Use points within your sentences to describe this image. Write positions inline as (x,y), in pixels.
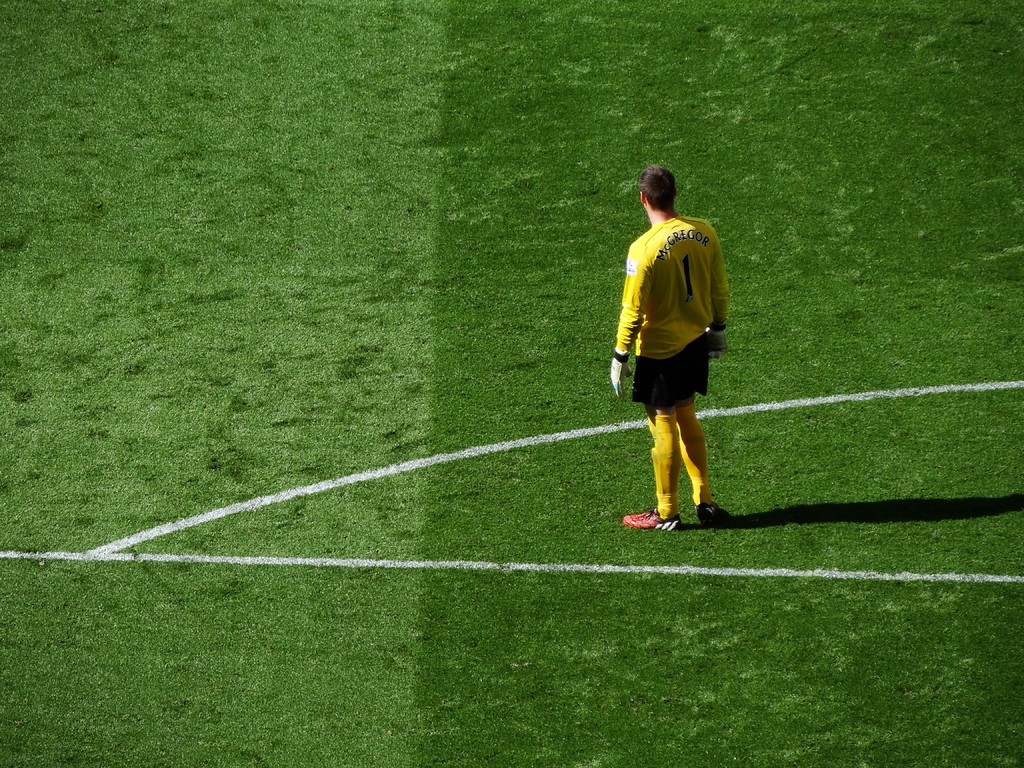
In this image we can see a person (679,520) is standing on a ground (526,627) and he wore a yellow color dress (652,330).
